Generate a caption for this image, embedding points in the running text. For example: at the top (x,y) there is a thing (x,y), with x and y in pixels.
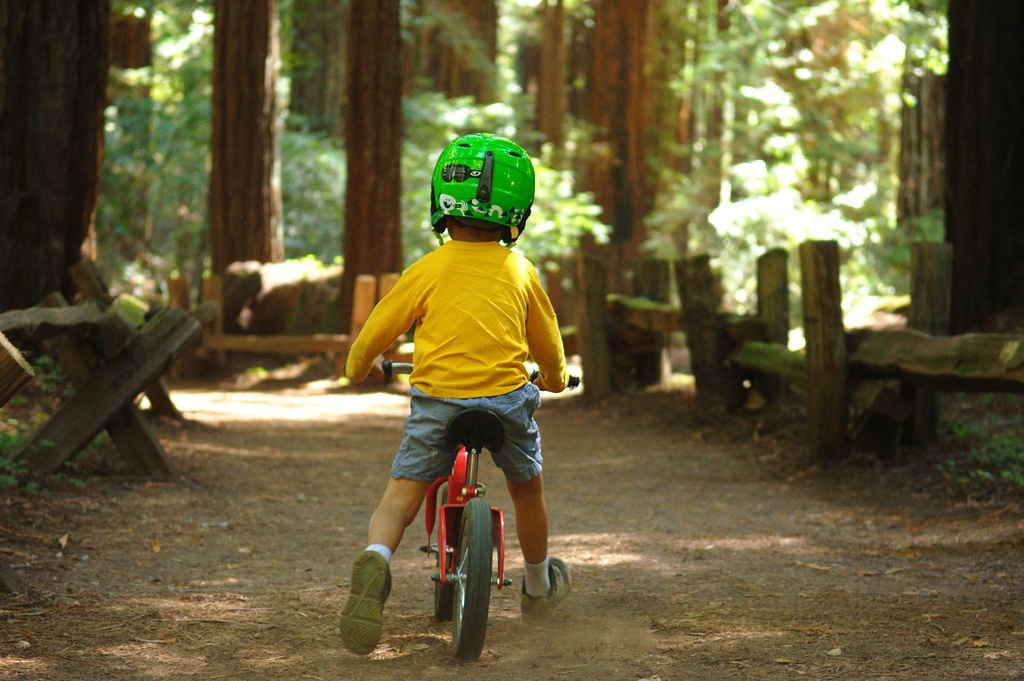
There is boy (467,350) with t-shirt (460,361) small short (422,449). Were sitting on a bicycle (466,497). He is wearing a green color helmet (493,177). In the background (483,109) there are some trees (296,111).
